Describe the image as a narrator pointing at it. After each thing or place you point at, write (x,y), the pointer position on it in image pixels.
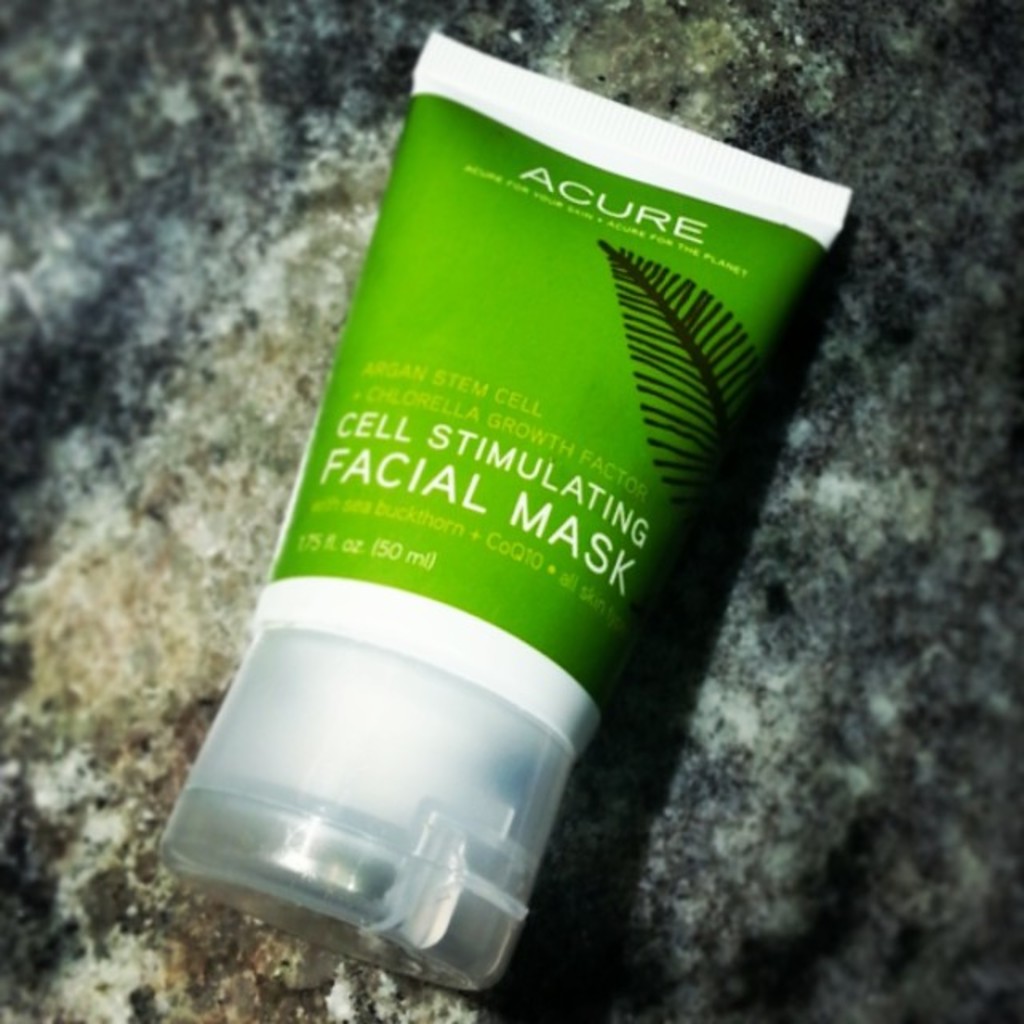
In this picture there is a cosmetic tube (346,662). On the tube (407,431) there is a picture (628,296) of a leaf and there is text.
